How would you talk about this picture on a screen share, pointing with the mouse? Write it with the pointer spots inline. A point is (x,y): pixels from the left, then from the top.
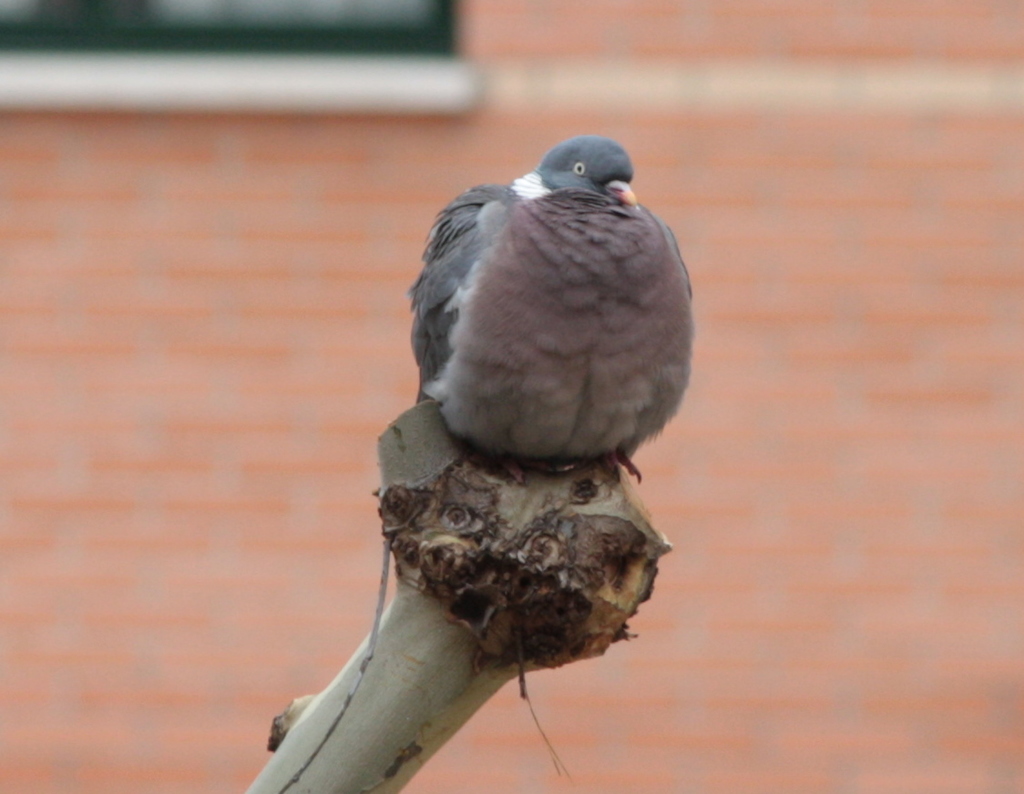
This image is taken outdoors. In the background (357,302) there is a wall (271,232) with a window (269,51). In the middle of the image (490,413) there is a bird (536,259) on the bark (404,672) of a tree (497,570).
